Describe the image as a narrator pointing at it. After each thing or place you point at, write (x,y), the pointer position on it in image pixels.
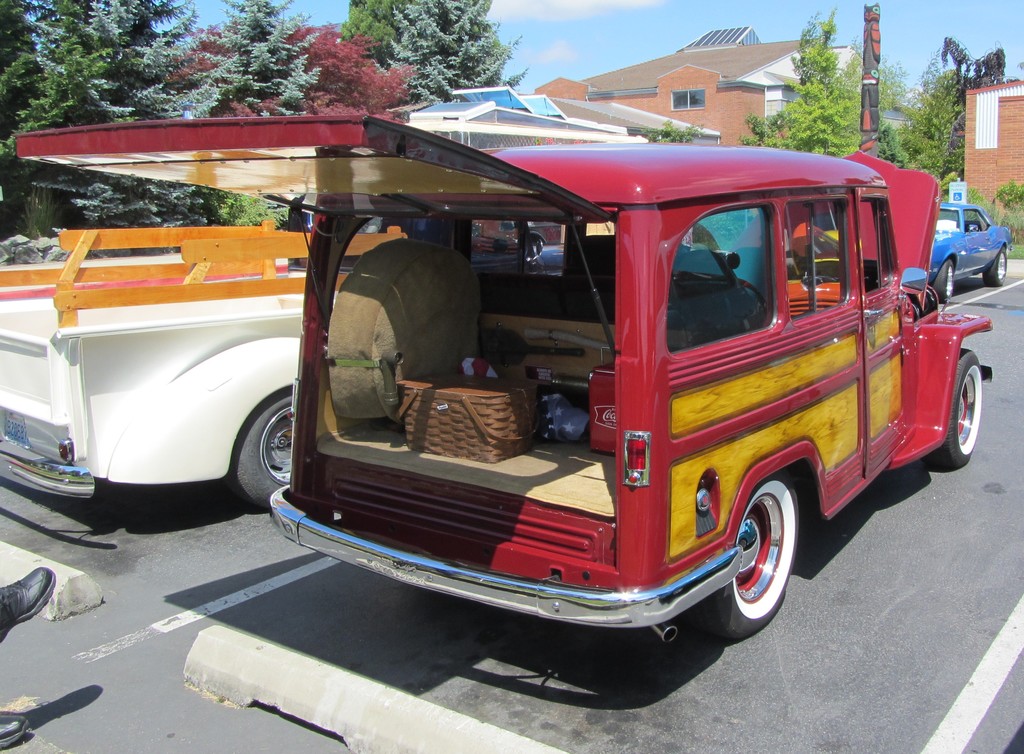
In the picture I can see few vehicles (657,230) and there are few trees (491,42) and buildings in the background (501,59) and there are shoes (29,597) of a person (27,587) in the left corner (35,573).
